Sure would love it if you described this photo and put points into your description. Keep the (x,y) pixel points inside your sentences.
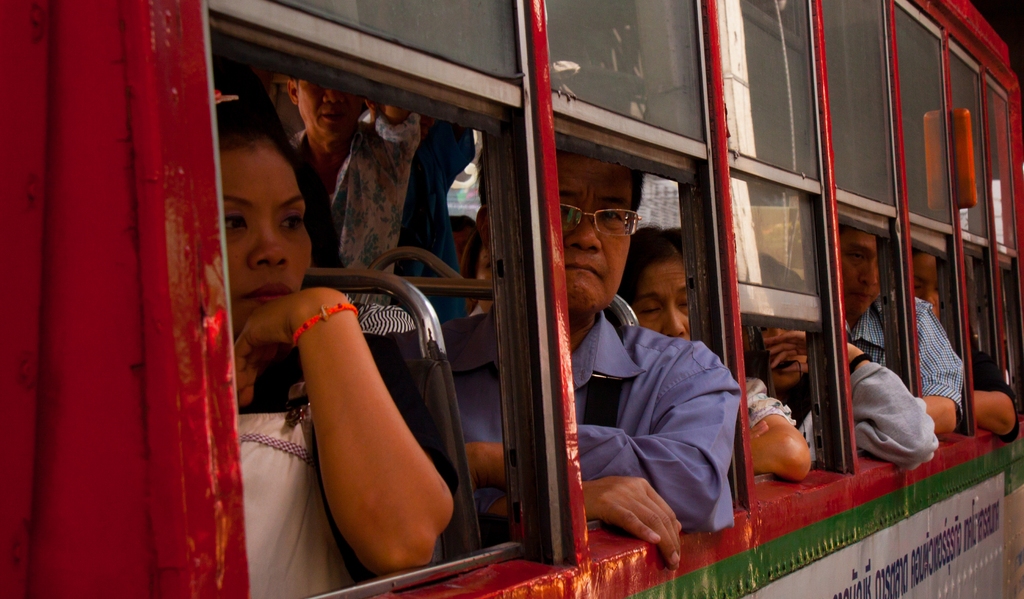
In this image we can see a few people (657,254) sitting and standing in a vehicle (962,485).
